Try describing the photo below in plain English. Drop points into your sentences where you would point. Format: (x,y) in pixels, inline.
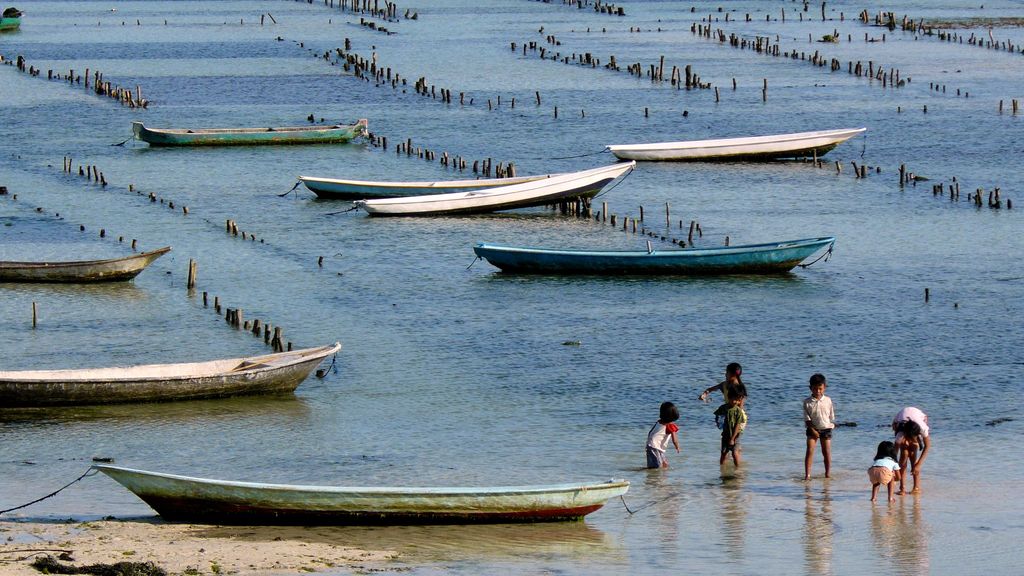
In this image in the front (447,529) there is a boat (453,502) on the water (716,462). In the center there are kids (911,447) standing in the water (632,471) and in the background (421,188) there are boats (427,205) on the water (610,309).
